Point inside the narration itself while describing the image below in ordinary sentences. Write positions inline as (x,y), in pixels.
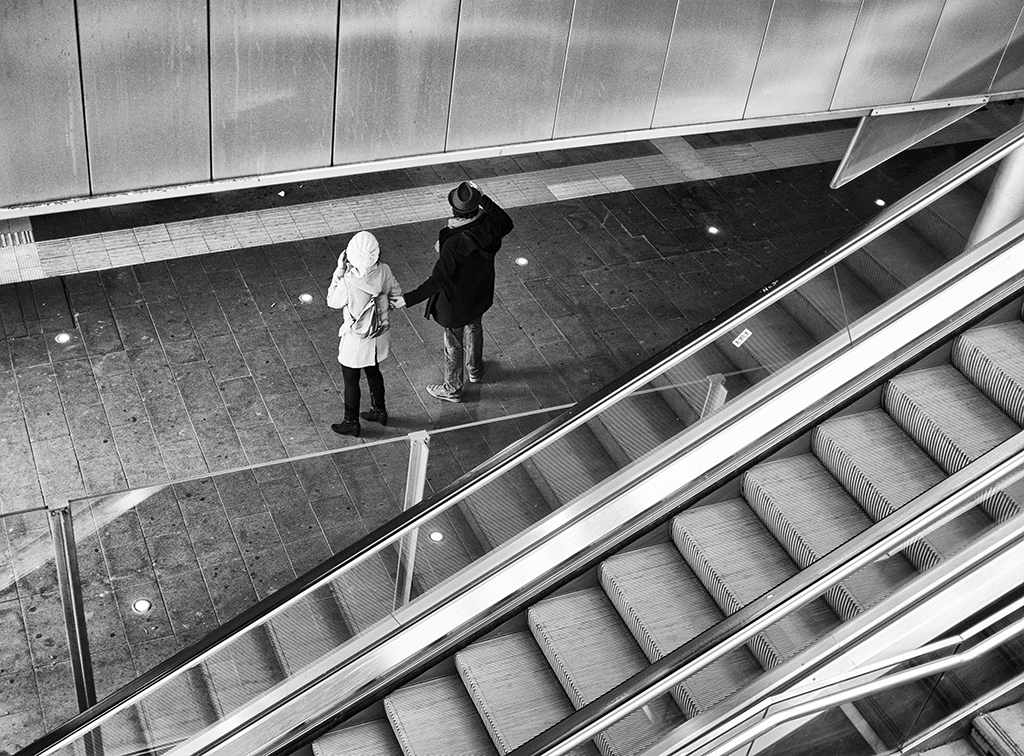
This is a black and white picture, in this image we can see two people (452,279) standing, there are some poles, staircase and the wall (794,75).
